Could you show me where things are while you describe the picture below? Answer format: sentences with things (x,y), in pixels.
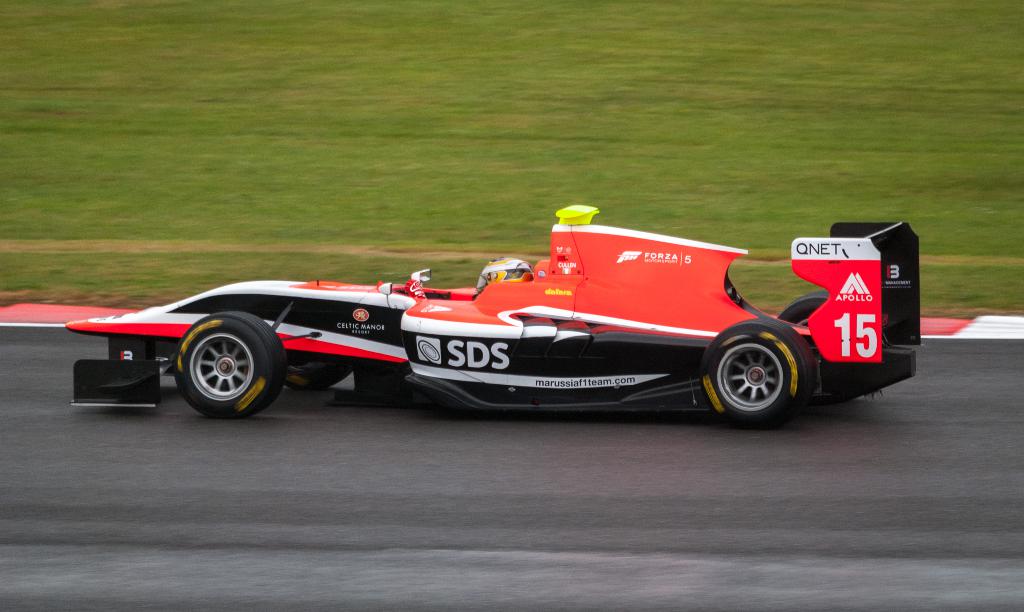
In this image we can see a car (485,313) on the road (421,487). At the top of the image (263,60), we can see grassy land (619,78). We can see a person (496,274) in the car (497,294).
